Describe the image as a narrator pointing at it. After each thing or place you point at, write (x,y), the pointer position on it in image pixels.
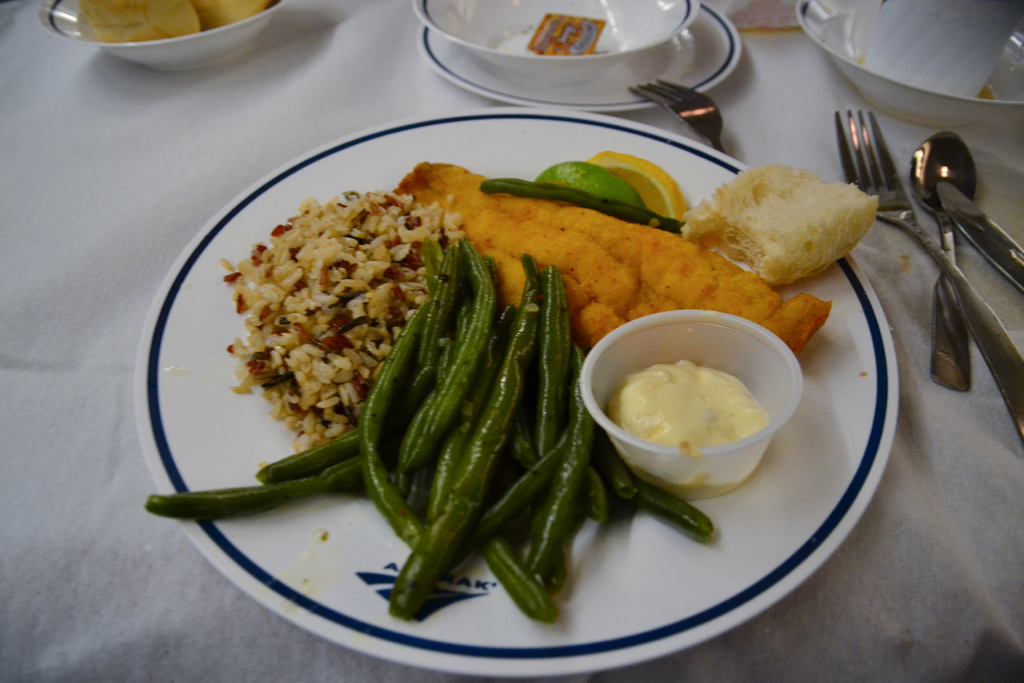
In the center of the image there is a plate (464,659) with food items (842,203) in it on the table (156,143). There are forks (896,223), spoons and knives (1017,259). There are bowls (648,6).
